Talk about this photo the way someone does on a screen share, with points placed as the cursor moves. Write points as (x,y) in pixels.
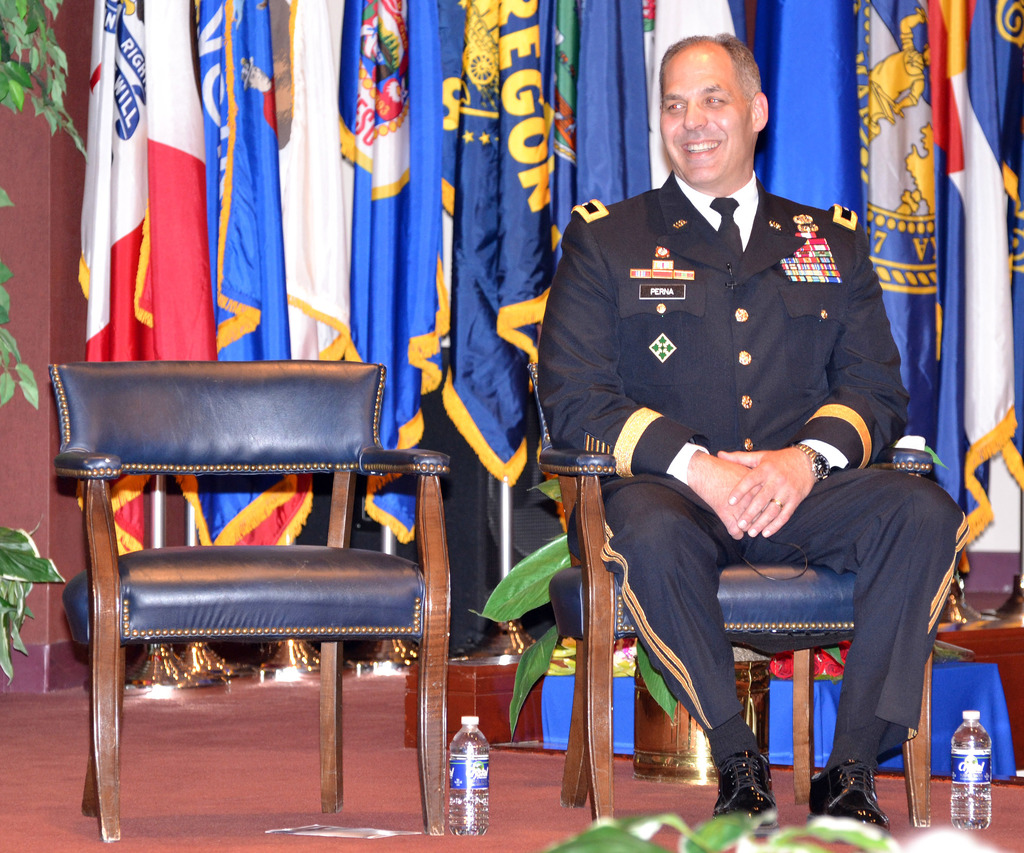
In this image there is one person (725,486) sitting on the chair (745,607) on the right side of this image (764,515) and there is one another chair (293,579) in on the left side of this image (179,611). There are two bottles (457,765) are kept on the floor (396,792) in the bottom of this image (459,824) and there are some flags (224,239) in the background (512,140). There are some leaves (34,2) as we can see on the left side of this image (40,43).
